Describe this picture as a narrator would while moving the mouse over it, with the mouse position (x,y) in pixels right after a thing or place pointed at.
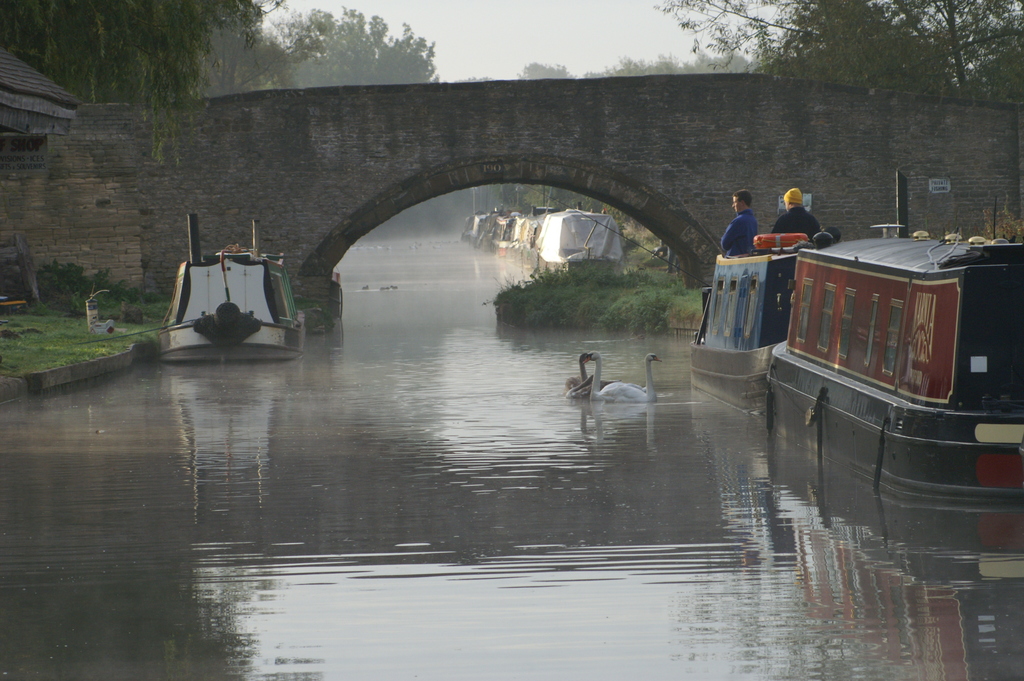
In this image we can see people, arch (554,107), swans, boats (281,307), trees (174,114), water (364,570) and we can also see the sky (460,4).
